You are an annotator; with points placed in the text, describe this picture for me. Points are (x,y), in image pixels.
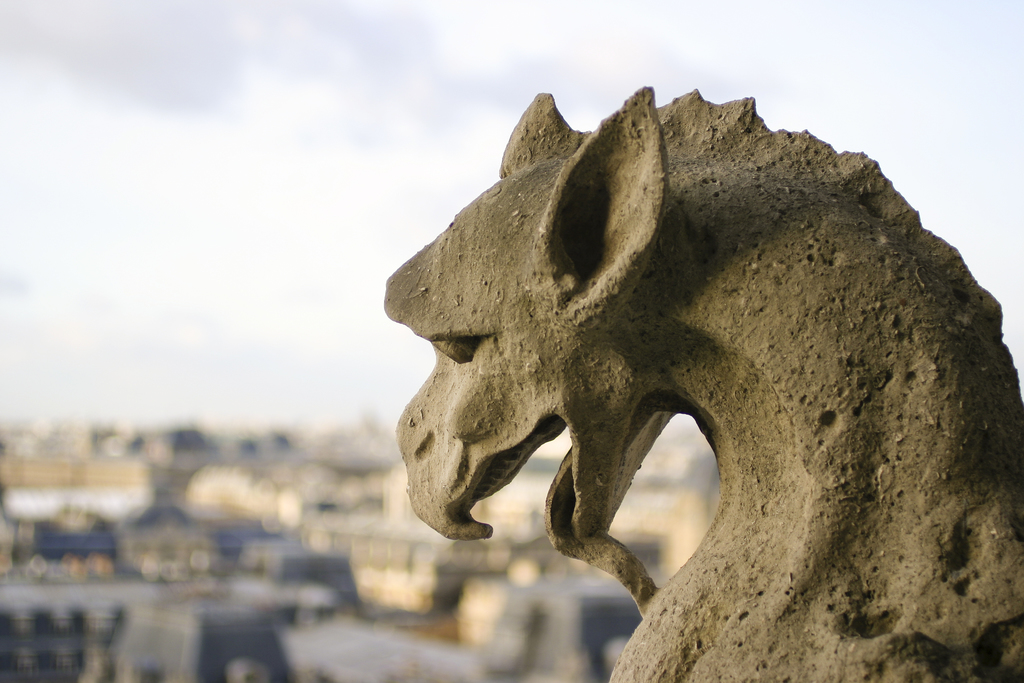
In this image I can see it is a statue (607,275) in the shape of a dragon (620,545), at the top (356,122) it is the cloudy sky (284,281).
